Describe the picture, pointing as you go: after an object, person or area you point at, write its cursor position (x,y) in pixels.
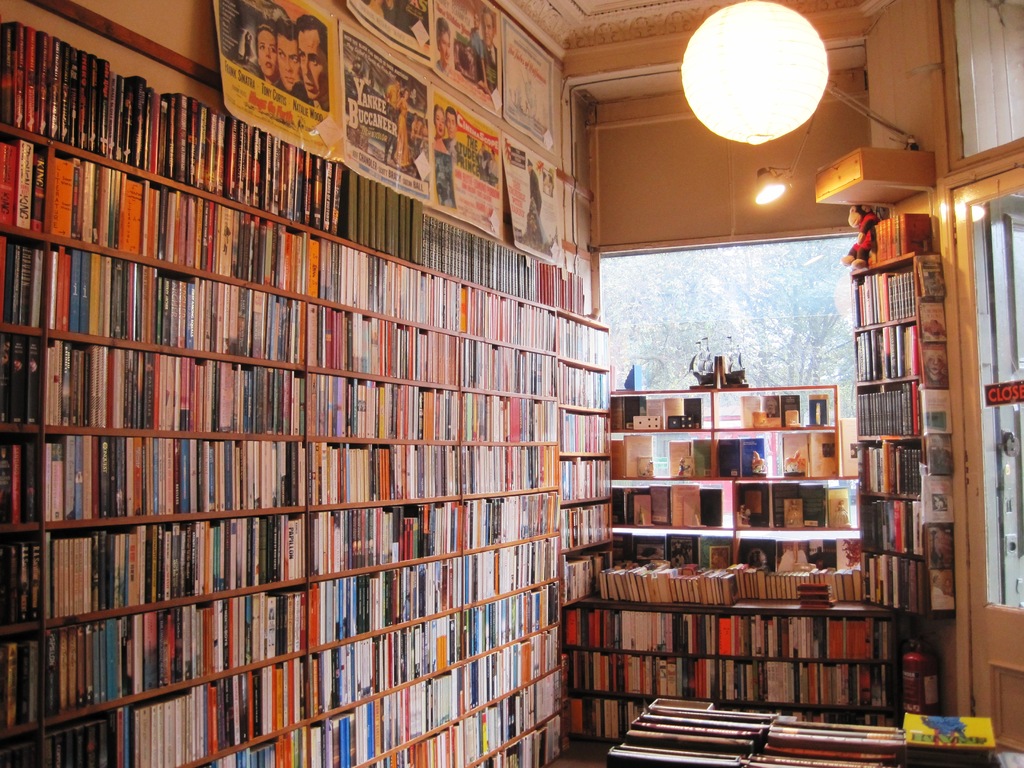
In this image we see some books (98,318) in the racks (703,537), there are some posters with images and texts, also we can see a doll (867,248), and a ship toy (731,367), there are windows (990,406) and walls (339,95), we can see the lights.
